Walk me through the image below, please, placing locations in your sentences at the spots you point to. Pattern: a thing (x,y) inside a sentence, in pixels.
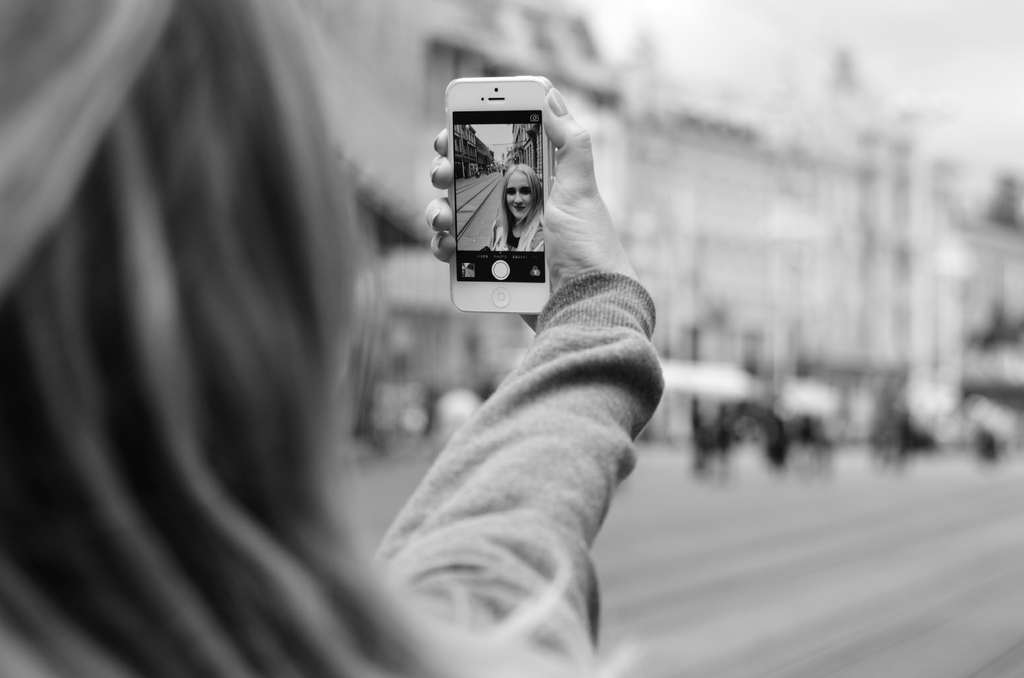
In the given image we can see that a person (282,503) is catching a device (470,196) in her hand (449,239) and taking a selfie. This is a building (812,214) and there are many other people (779,424).
